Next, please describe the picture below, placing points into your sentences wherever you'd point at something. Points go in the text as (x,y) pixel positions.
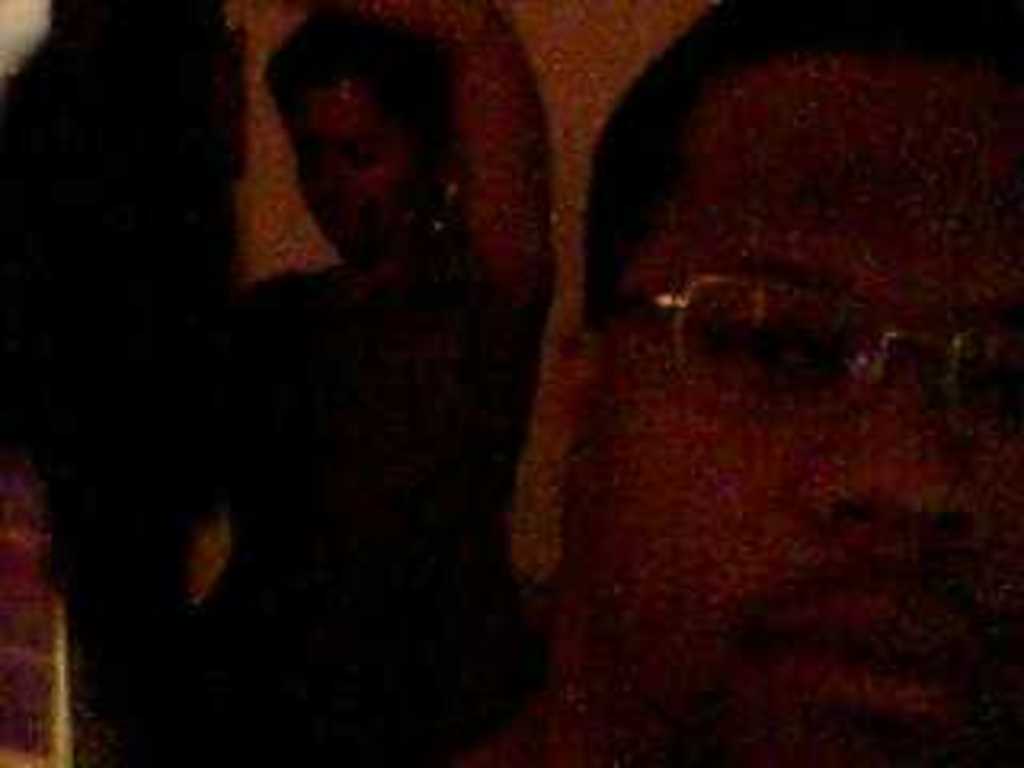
On the right side of this image (793,406) I can see a person's head (727,308) and also I can see the spectacles (717,317). On the left side (323,125) there is another person (363,361). This is an image clicked in the dark.
